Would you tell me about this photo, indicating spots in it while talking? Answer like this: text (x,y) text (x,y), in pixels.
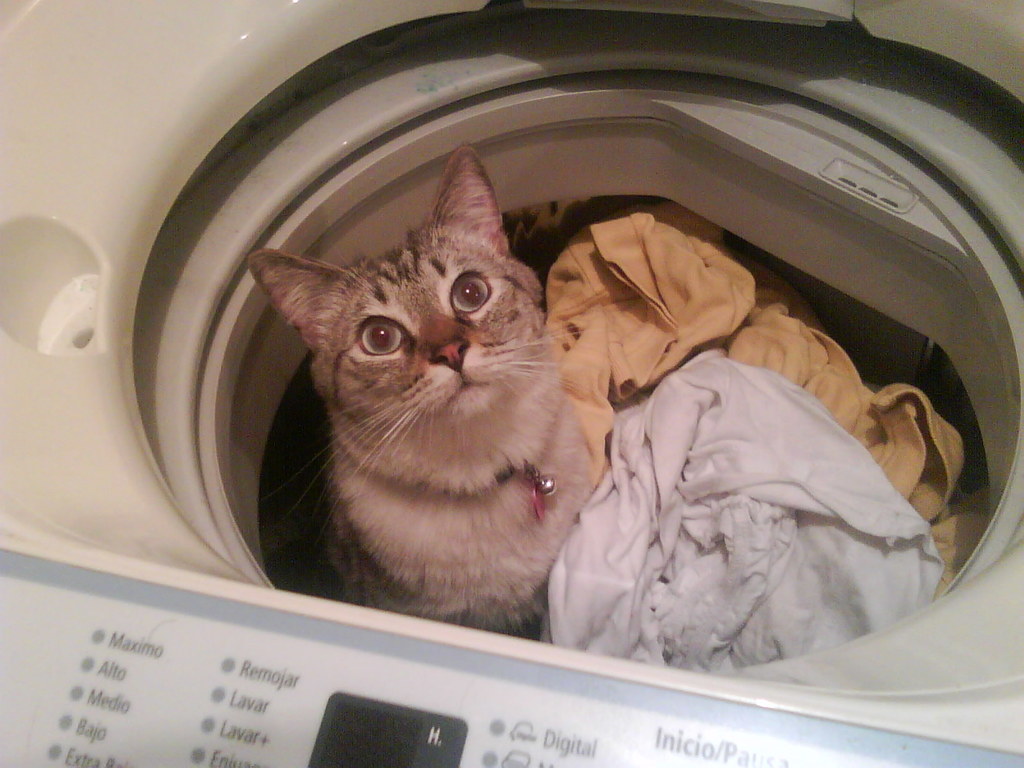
This image contains a washing machine (271,422) having a cat (468,540) and few clothes (684,509) in it. Bottom of image (694,753) there is some text (91,720) on the machine (282,658).
